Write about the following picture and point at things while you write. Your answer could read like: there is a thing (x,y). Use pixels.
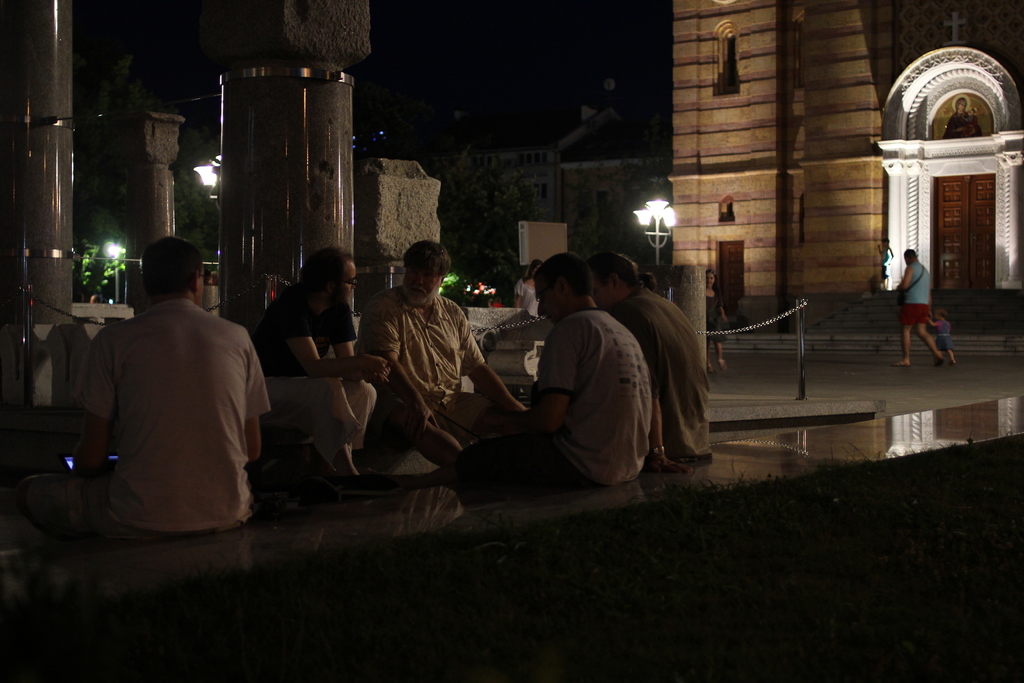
In this picture I can see a group of people (430,409) are sitting in the middle (477,412). In the background (735,170) there are lights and buildings (733,186).
